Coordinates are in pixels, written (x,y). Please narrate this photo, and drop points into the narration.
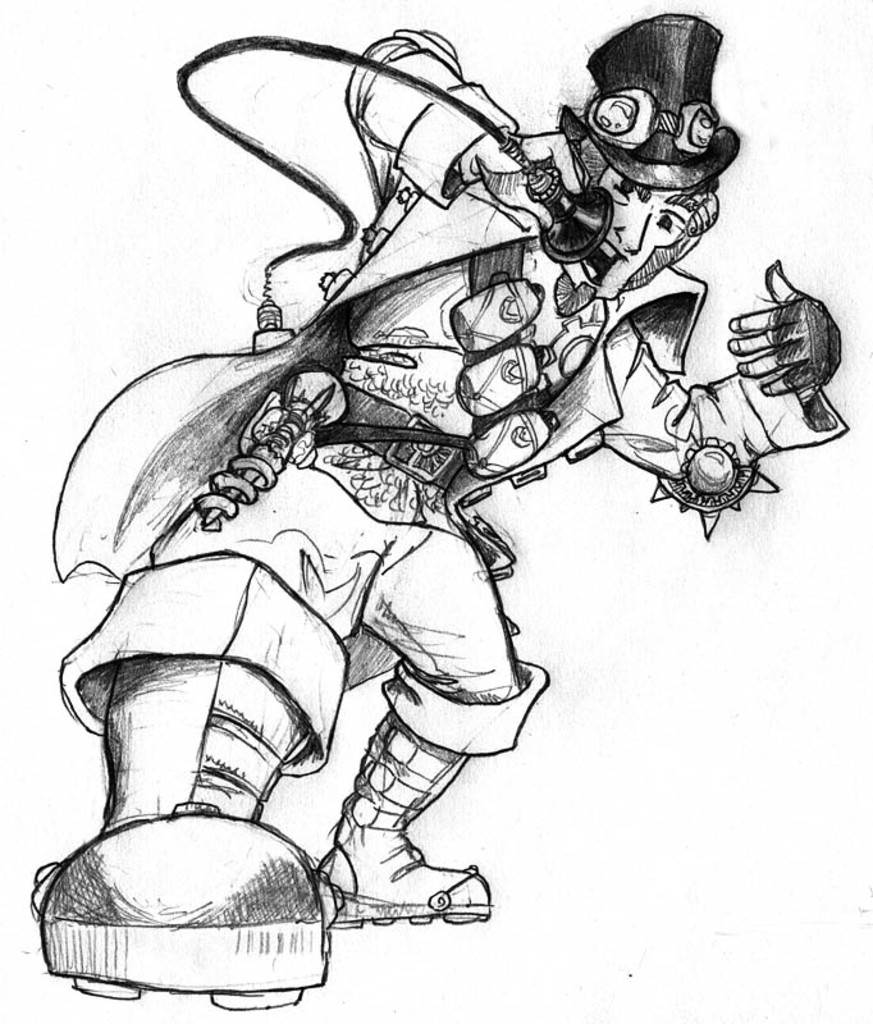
In this image I can see the sketch of a person (360,520) holding an object (515,159) in his hand (572,169) in black color. I can see the white colored background (823,85).
